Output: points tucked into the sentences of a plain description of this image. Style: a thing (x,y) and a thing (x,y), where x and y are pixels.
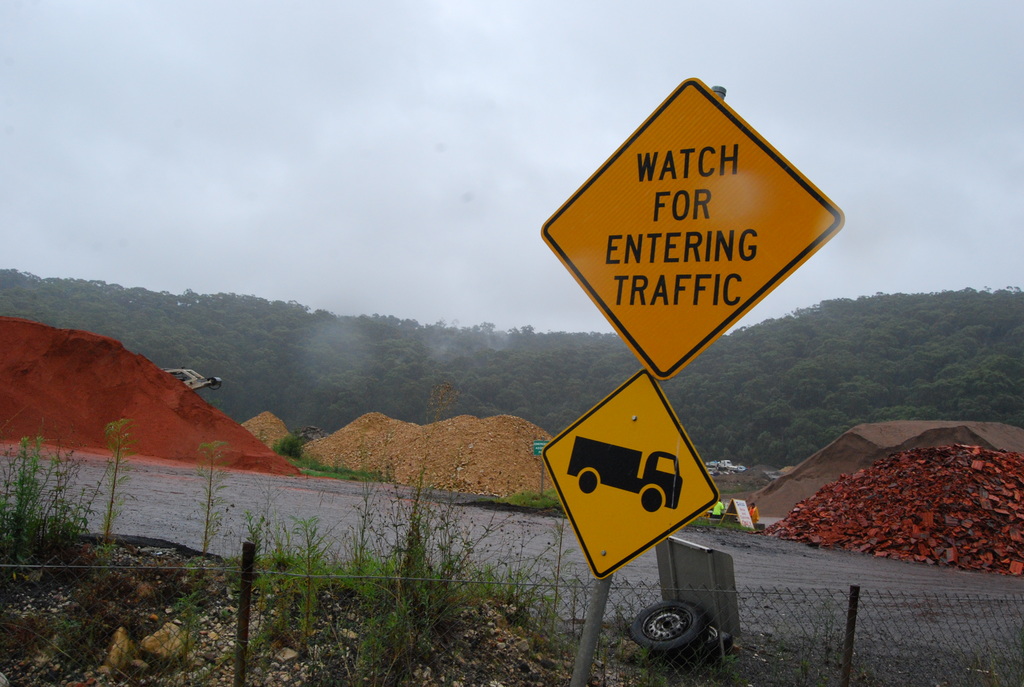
In this picture we can see a name board (696,118), signboard (650,523), pole (590,665), fence (569,626), plants (426,623), stones (326,623), road (327,507), soil (180,436), trees (782,434), some objects (913,497) and in the background (321,97) we can see the sky (345,156).
